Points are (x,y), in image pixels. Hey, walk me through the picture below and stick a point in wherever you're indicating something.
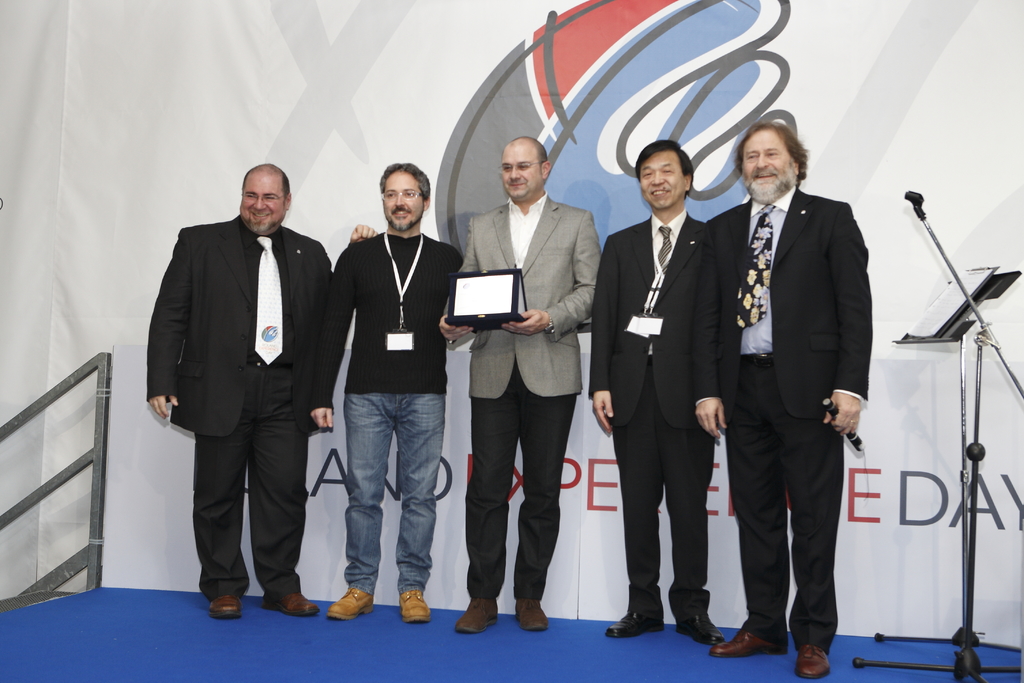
In this image there are five people (539,239) standing on the stage (294,664), a person (485,363) holding a plaque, mike stand (944,259), book (967,279) on the stand (1008,277), board (332,433), iron rods (80,569).
